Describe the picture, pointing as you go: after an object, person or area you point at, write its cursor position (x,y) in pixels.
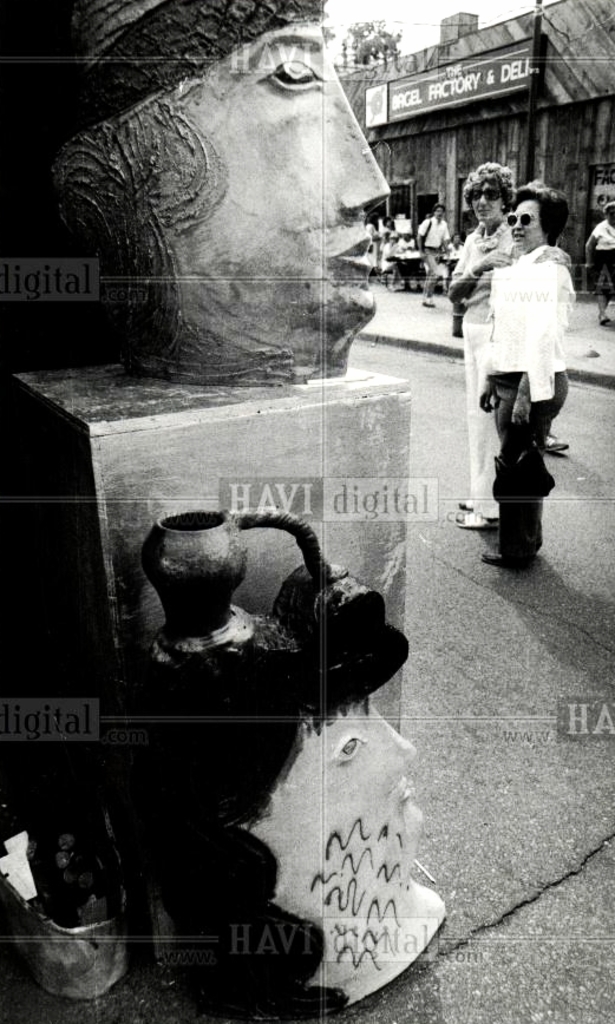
Here we can see a black and white picture, in this picture we can see sculptures (252,288) and few people (430,279), in the background (453,113) we can see a building (450,144), trees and a hoarding (449,74).
